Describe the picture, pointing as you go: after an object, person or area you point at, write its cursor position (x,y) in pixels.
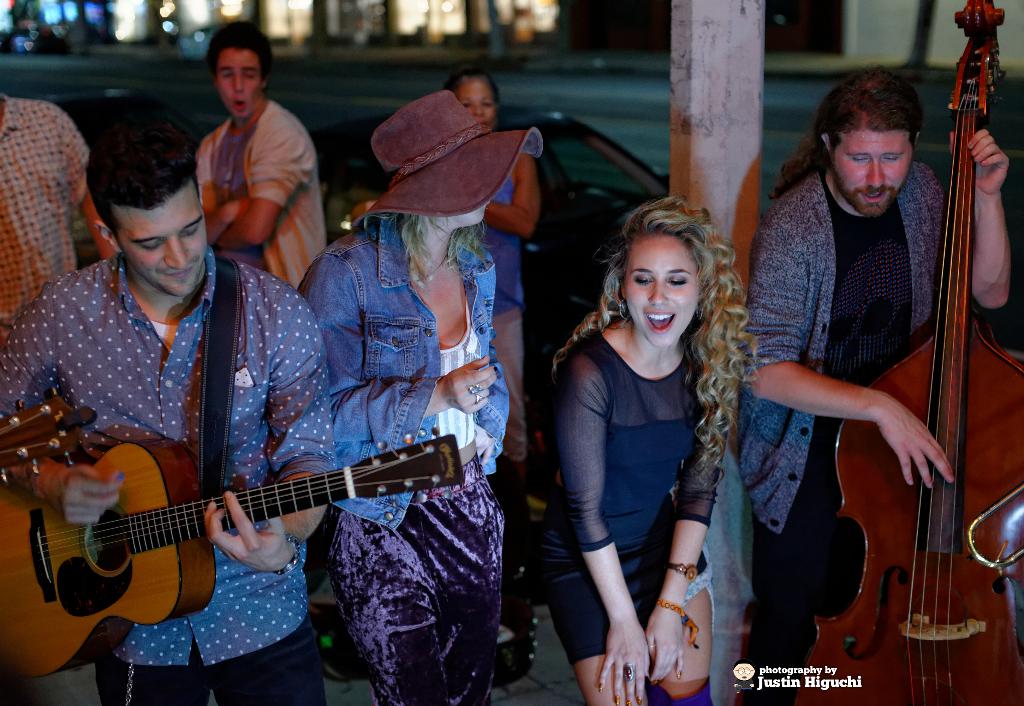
in the picture there are many people (456,296) standing, two people (138,432) are holding instruments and playing.
